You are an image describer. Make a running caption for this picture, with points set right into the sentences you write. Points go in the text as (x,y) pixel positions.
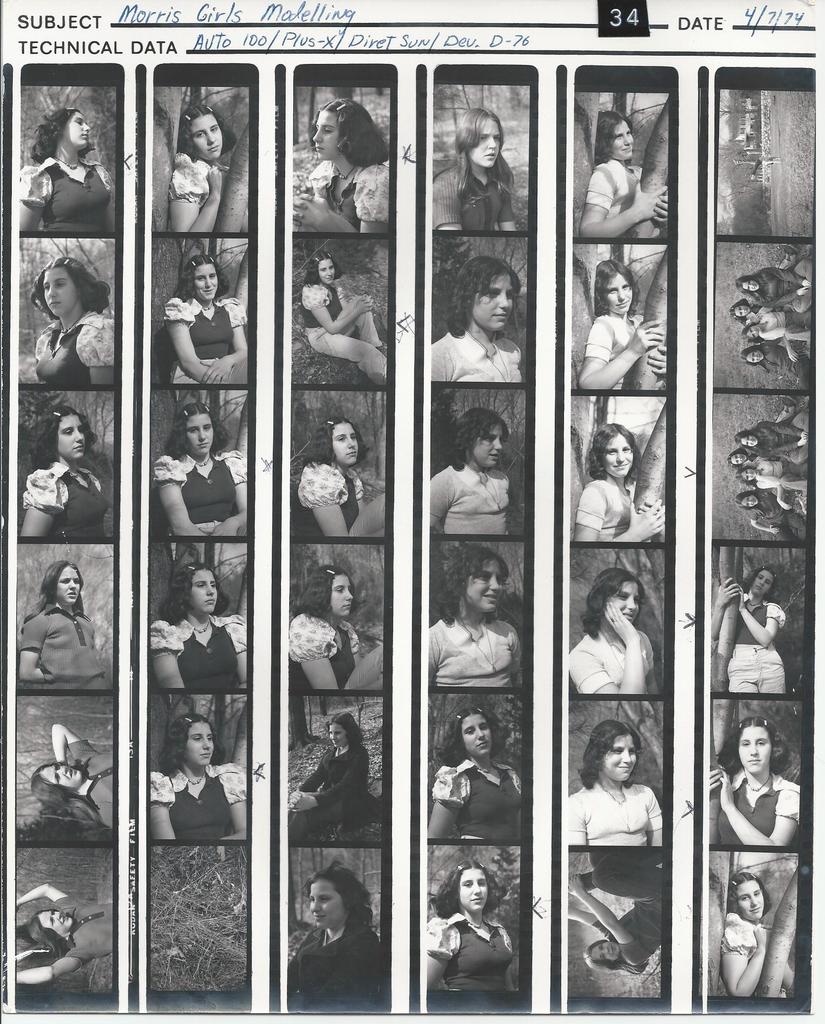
This image consists of a paper (527,79) with many images (570,917) of a few women (354,661) and there is a text (215,36) on it.
